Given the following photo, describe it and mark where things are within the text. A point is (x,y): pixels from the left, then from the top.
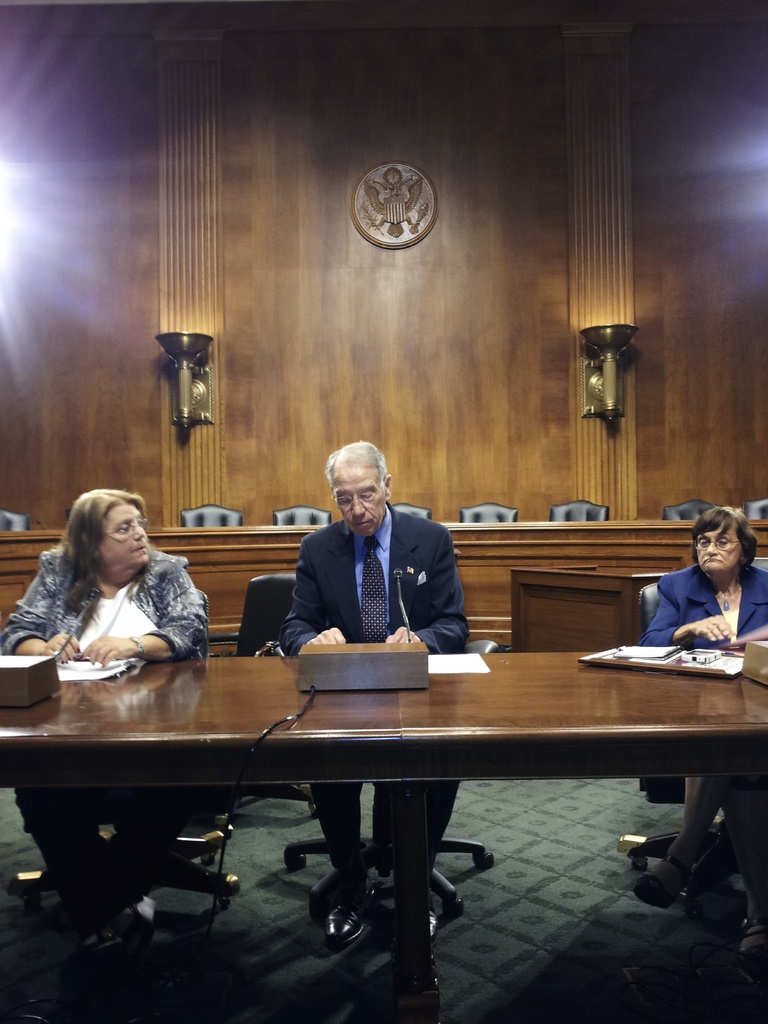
in the center (394,555) we can see three persons (444,545) were sitting on the chair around the table (396,695). Coming to the background (396,379) we can see wall (280,341) and one more table (612,610) and chairs (233,523).
